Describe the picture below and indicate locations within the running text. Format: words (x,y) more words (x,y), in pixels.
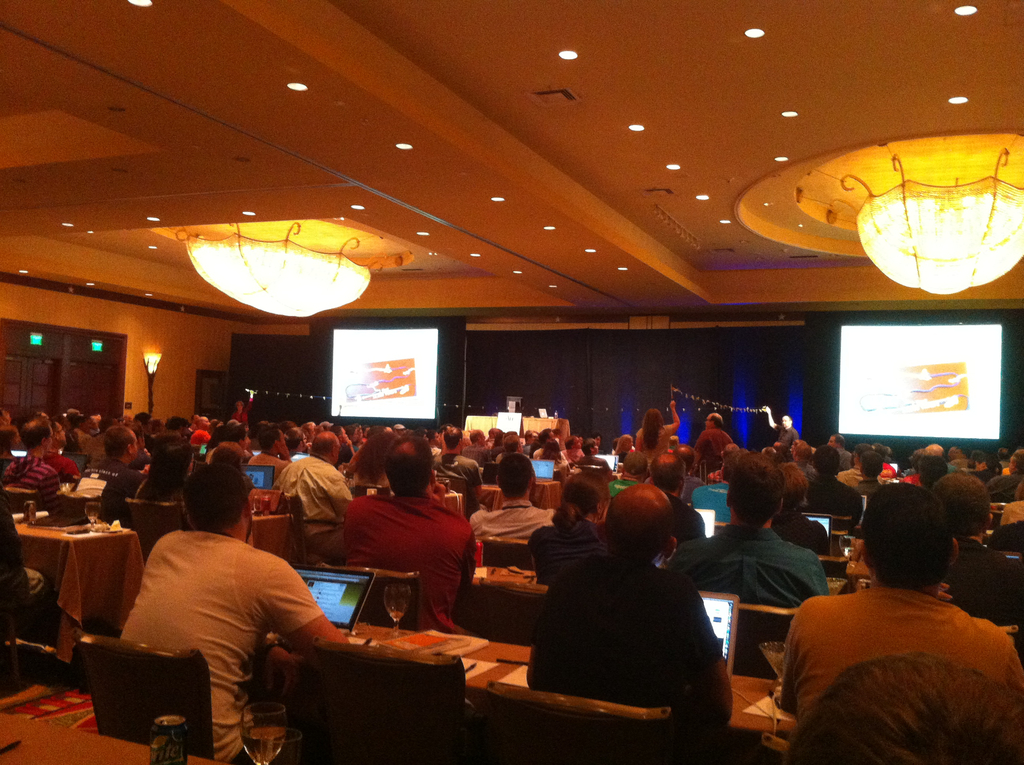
In the image we can see there are lot of people (397,487) who are sitting on chair (368,662) and on the table (92,566) there are laptops (342,579) along with them.
